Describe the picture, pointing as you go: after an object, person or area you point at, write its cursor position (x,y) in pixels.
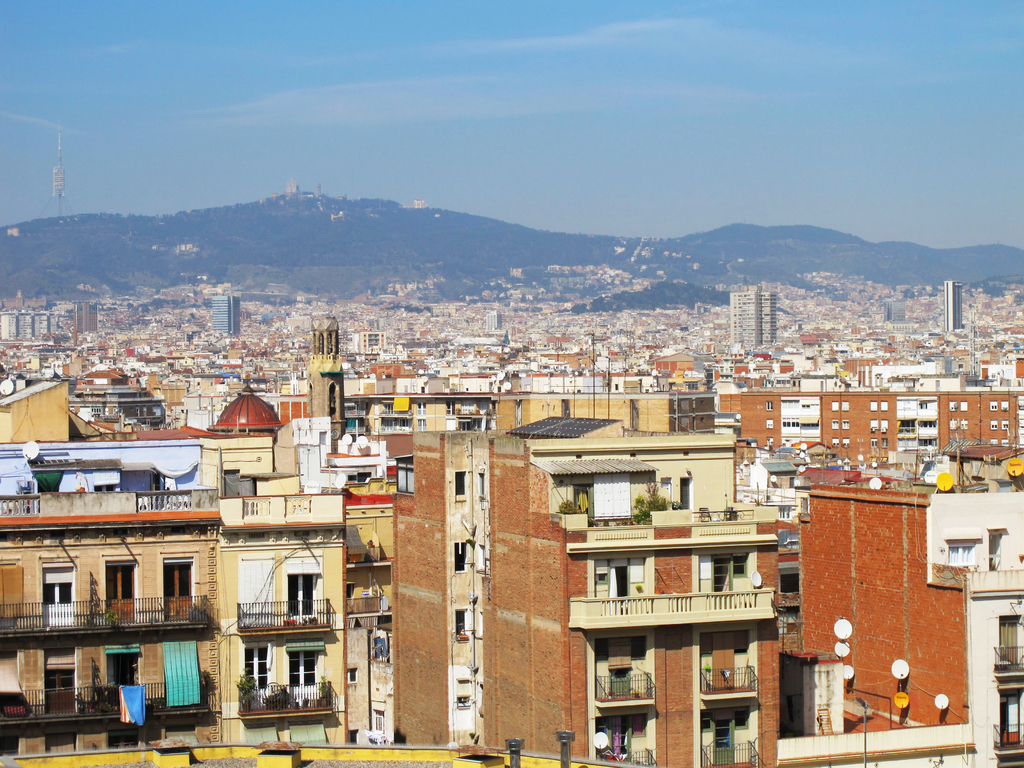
In the background (598,118) we can see a clear blue sky (567,115) and hills (295,210). We can also see buildings (819,565). These are balconies (158,696) and house plants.
